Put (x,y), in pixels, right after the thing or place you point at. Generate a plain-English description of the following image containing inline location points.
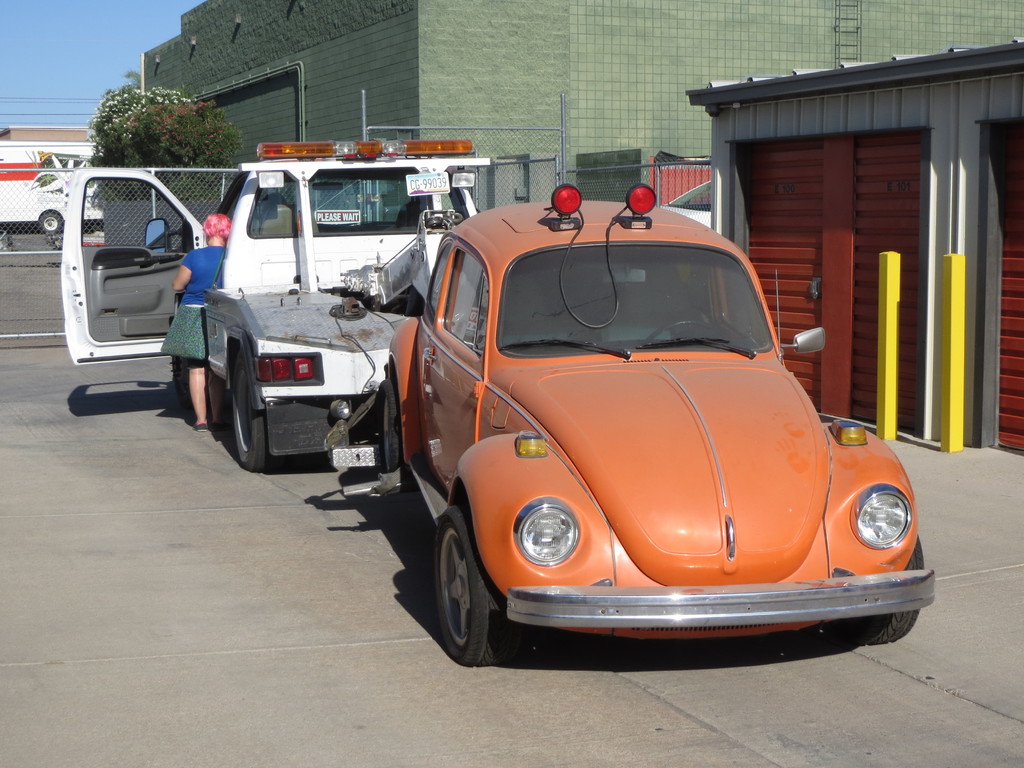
In this image I can see vehicles (348,486). There are trees (136,156), buildings (263,103), poles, there is fence (146,169) and in the background (41,15) there is sky (39,67).
